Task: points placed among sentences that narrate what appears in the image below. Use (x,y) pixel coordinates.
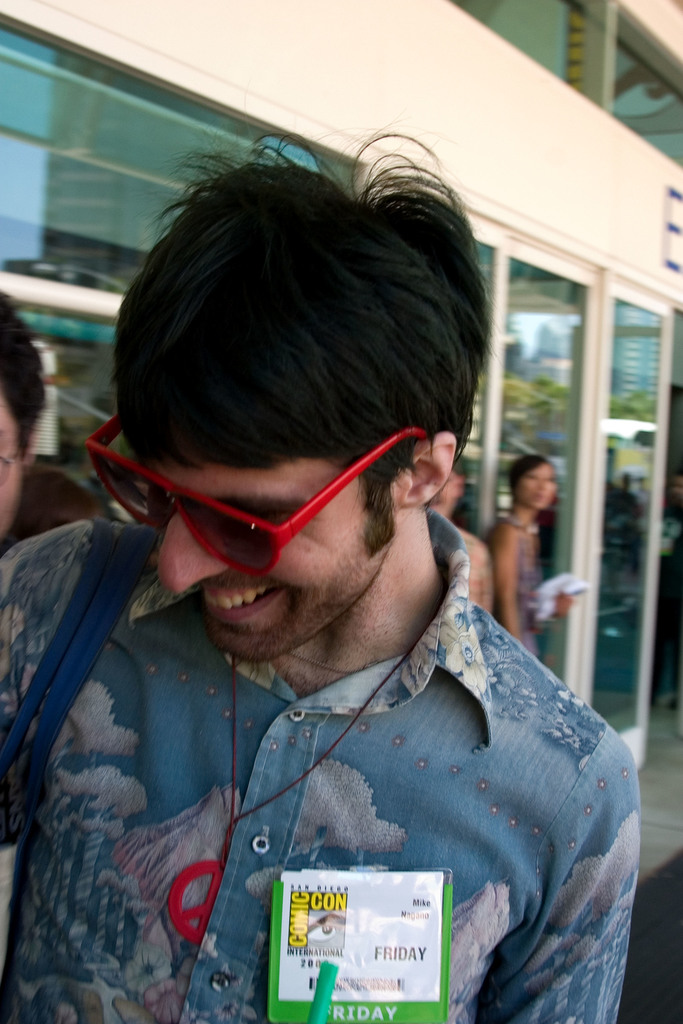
This picture shows few people (215,463) standing and we see a man (336,519) he wore sunglasses (252,519) on his face (358,526) and a badge (321,883) on his shirt (211,1006) and he wore a bag (108,592) and we see a building (606,692) and we see smile on the face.
